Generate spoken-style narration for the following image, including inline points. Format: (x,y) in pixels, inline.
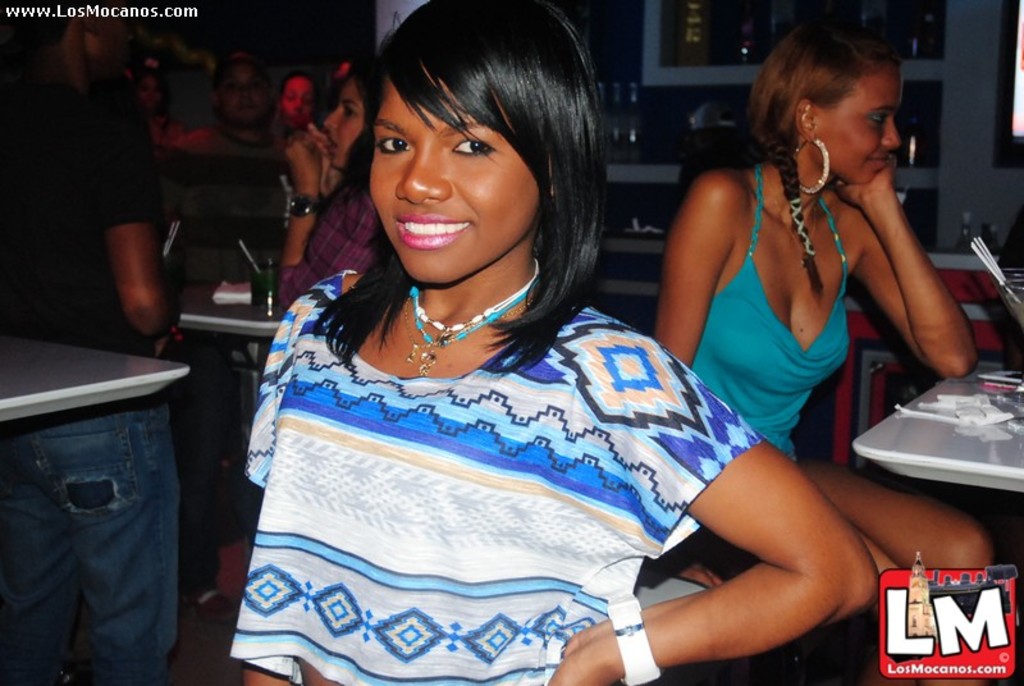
In this image there is a person (278,624) standing, and at the background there are group of people (217,184), a person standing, two persons (837,49) sitting on the chairs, there are some objects (269,307) on the tables (979,481) and on the racks (636,146), there are watermarks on the image.
